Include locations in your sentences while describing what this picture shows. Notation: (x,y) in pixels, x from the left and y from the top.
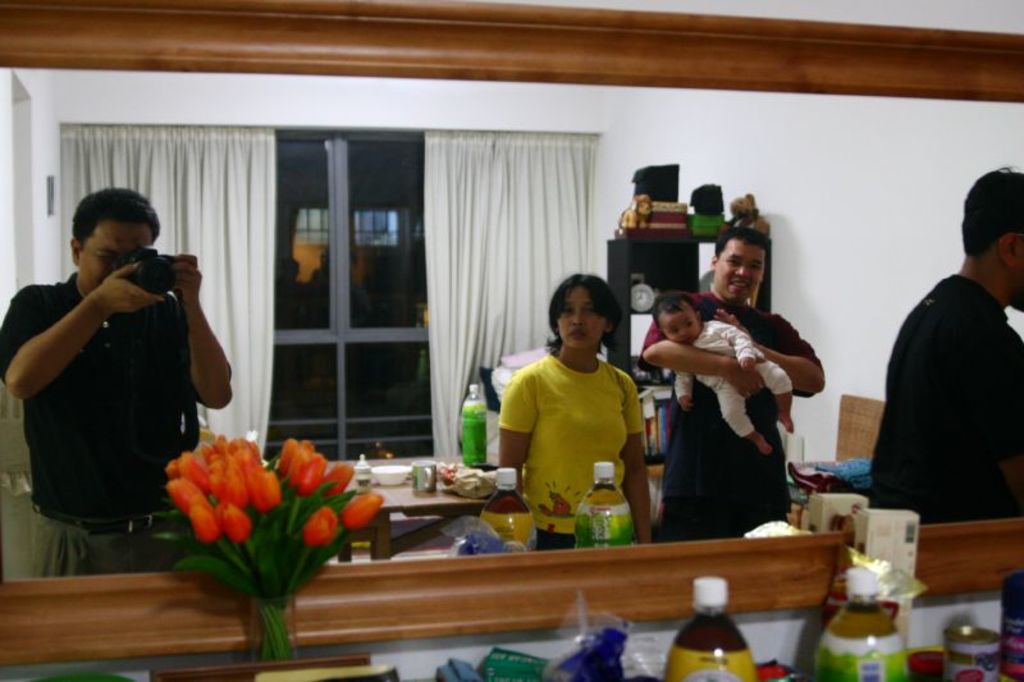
In this picture there are five members (603,411) in the room. One guy (140,352) is taking a photograph with his camera (155,289). There is a table (409,490) in the background (377,478) with some food items (471,472) and a bottle (471,438) on it. Here are some flowers (256,522). In the background (466,288) there is a curtain (460,269) and a Windows (322,261) here.
